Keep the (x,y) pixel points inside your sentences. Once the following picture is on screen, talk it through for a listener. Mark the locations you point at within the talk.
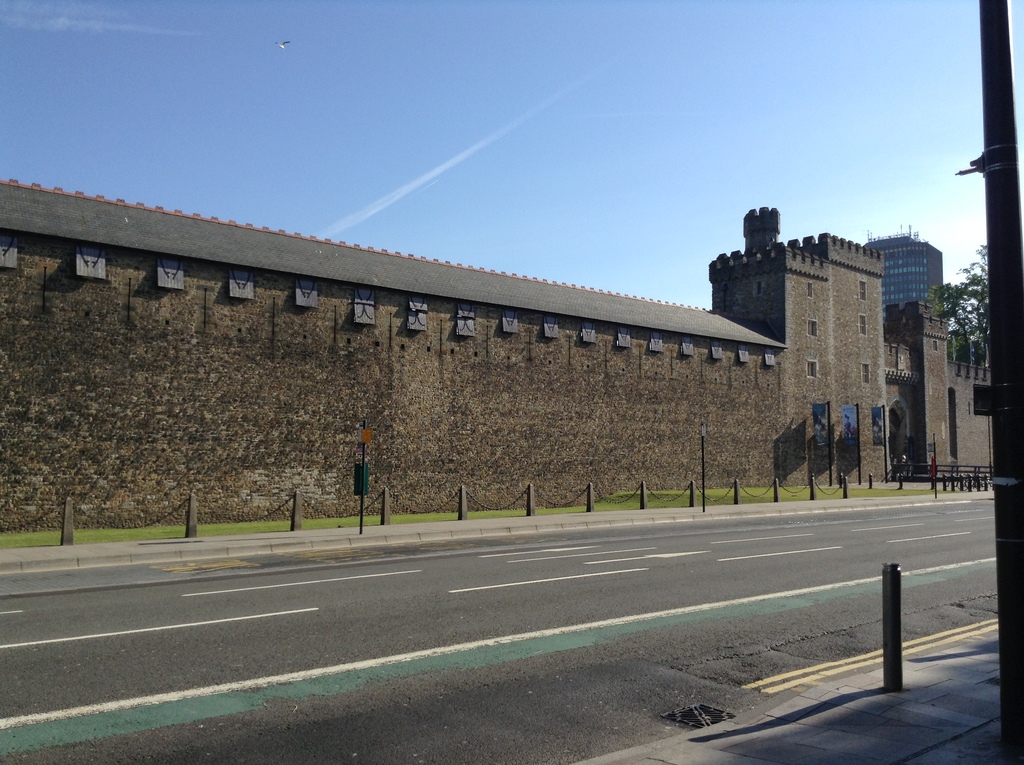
In this picture we can see the road (365,658) in the front (235,672). Behind there is a fencing chains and a huge brick wall (477,441) with the rooftop (555,311).
